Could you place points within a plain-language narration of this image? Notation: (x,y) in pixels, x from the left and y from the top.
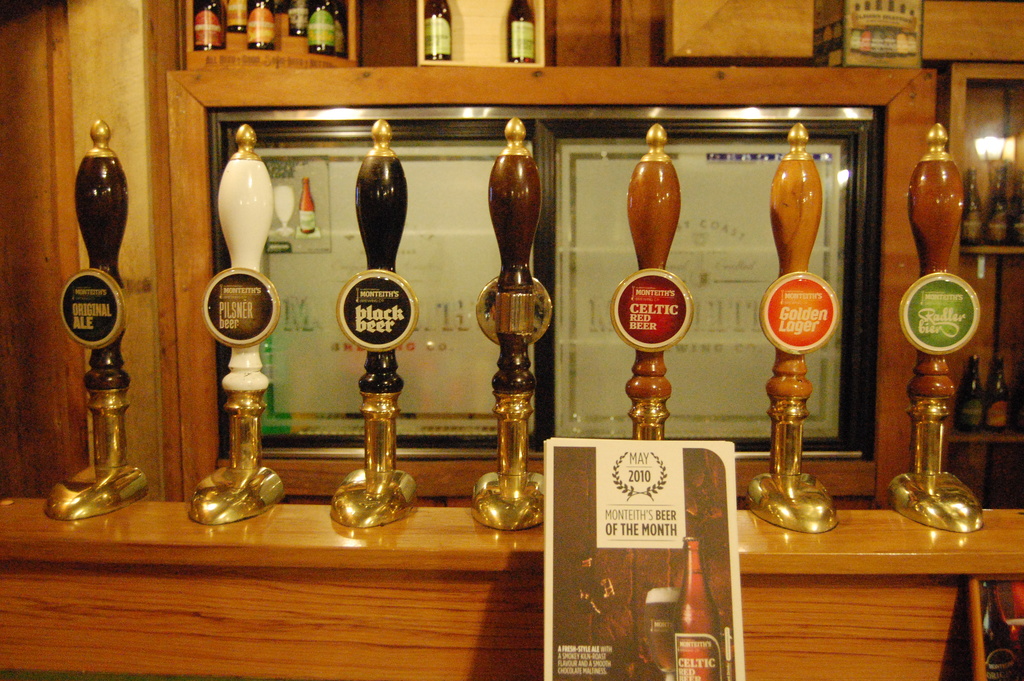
In this image I can see there is a counter (900,549). On the counter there are beer taps (676,304). And there is a board (642,578) with text (611,524) and image (691,637). And at the back (1003,112) there is a shelf (1002,93), in that there are bottles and a box (796,45) and there is a frame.
